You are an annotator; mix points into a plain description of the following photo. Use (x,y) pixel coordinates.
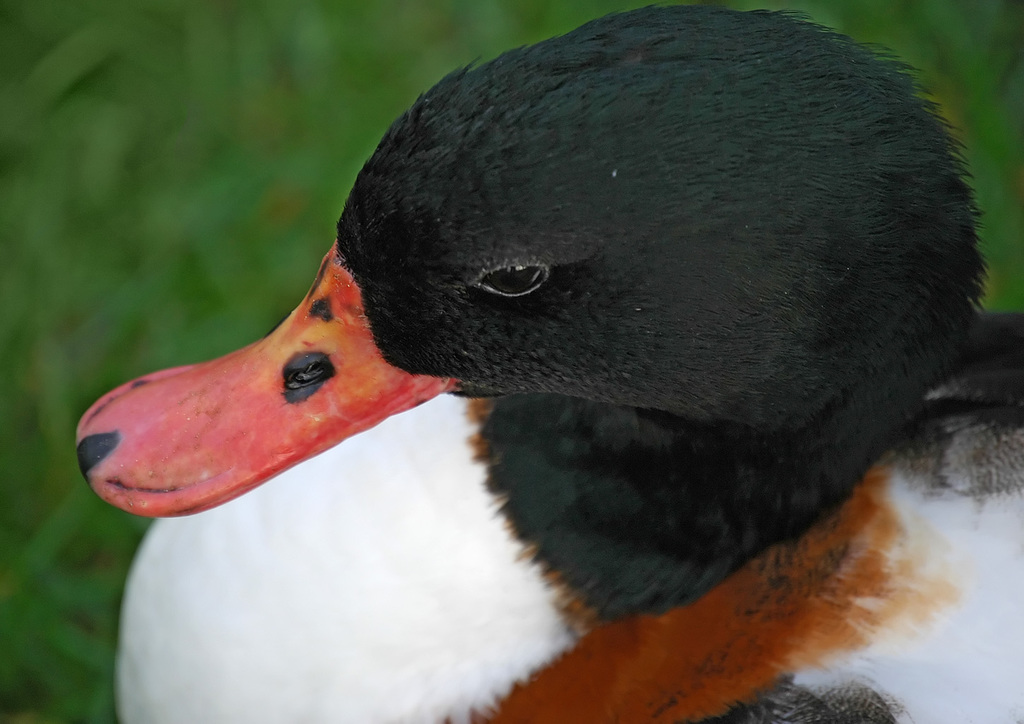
In this image there is a duck (341,436). The background of the image (57,637) is blur.
